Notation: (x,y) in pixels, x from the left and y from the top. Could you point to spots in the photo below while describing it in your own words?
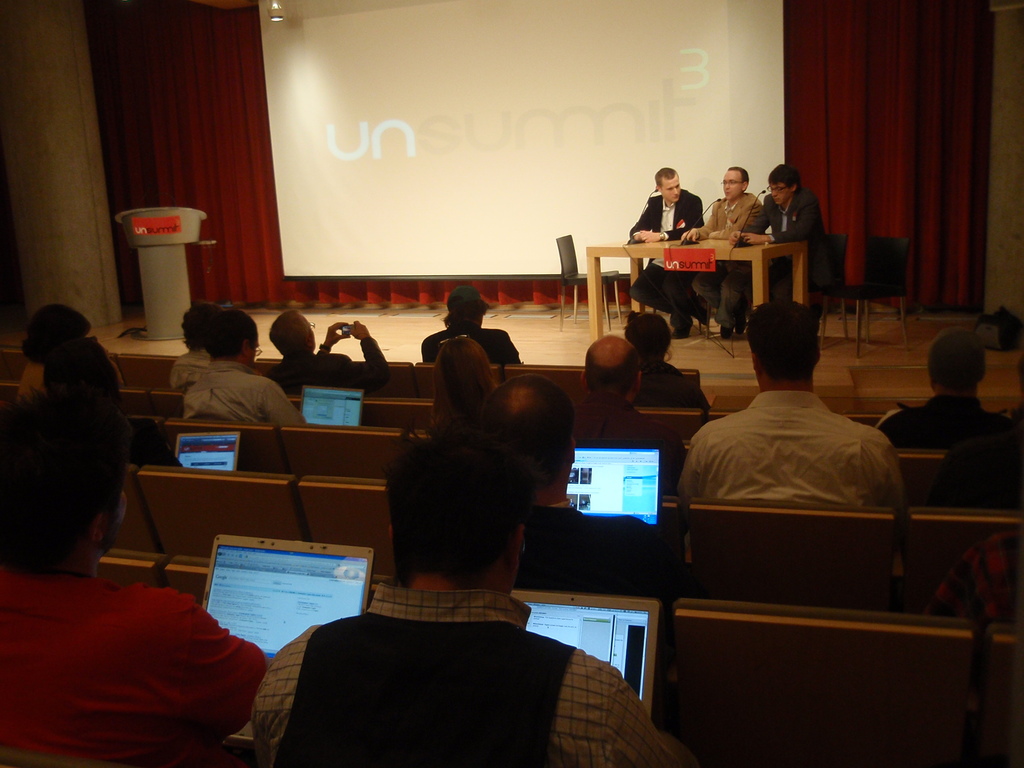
In this picture we can see some people (71,465) sitting, some of them are looking at laptops (287,555), in the background (769,207) there are three persons (756,213) sitting on chairs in front of a table (734,248), we can see a projector screen (494,129) and curtain (249,103) here, on the left side (170,244) there is a podium (175,257), we can see microphones (760,194) here.
